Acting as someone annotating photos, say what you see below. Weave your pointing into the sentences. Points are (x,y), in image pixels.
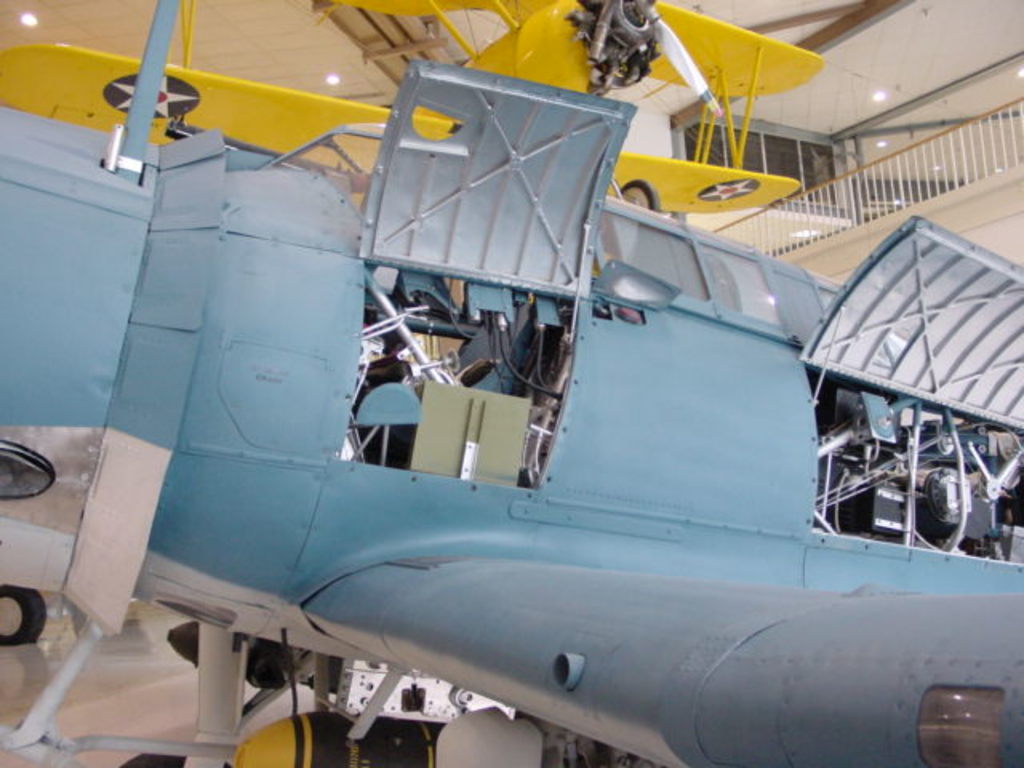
In the picture we can see a part of the aircraft (899,532) which is blue in color and with its two doors (952,261) are opened and inside it we can see some engines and on the top of the aircraft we can see other aircraft (20,94) which is yellow in color and beside it we can see a floor (807,259) with a railing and to the ceiling (1022,45) we can see the lights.
